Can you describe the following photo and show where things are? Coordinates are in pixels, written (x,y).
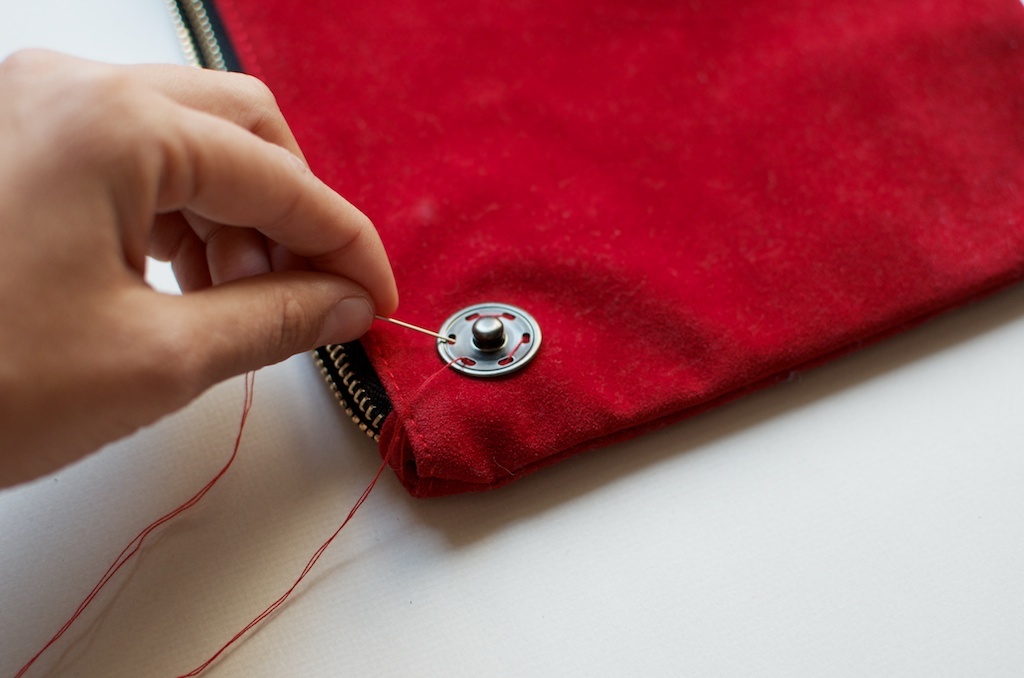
In this image on the left side (82,175) there is a person hand (358,290), which is holding a needle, in front of it may be there is a bag (424,279), on which there is a button (451,328), thread (465,360) visible.
